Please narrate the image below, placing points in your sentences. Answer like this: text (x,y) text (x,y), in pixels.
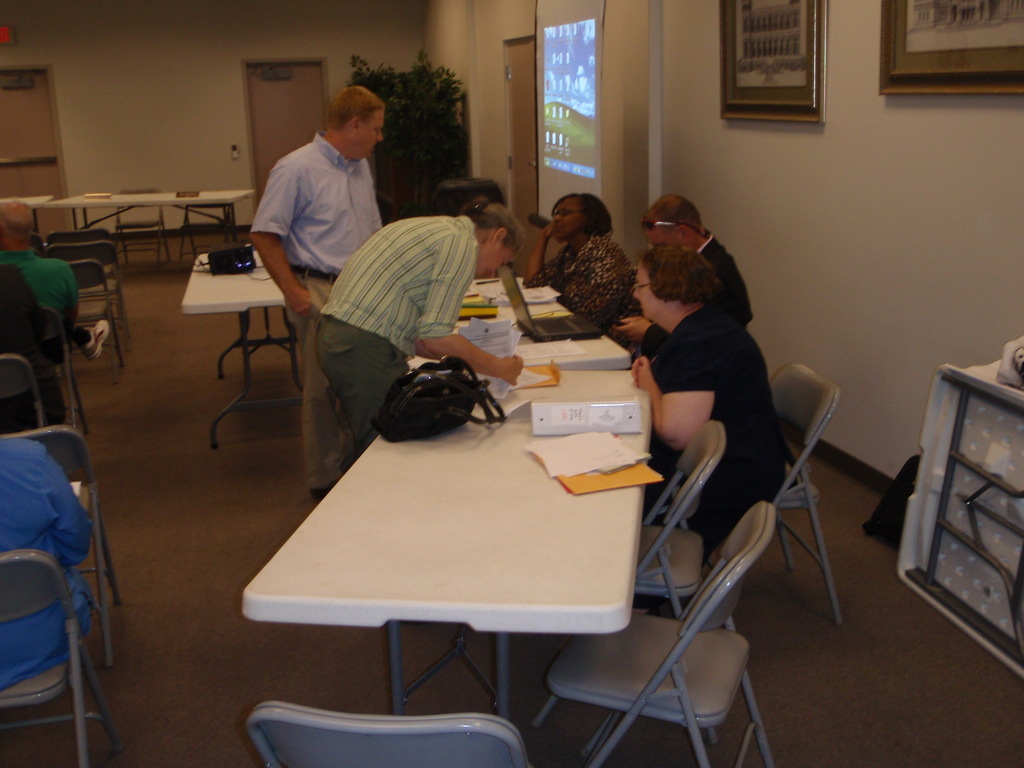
Few persons (582,249) are sitting on the chairs (323,713) and these two persons (355,299) are standing, this person (426,355) holding papers (502,346). We can see papers (585,442), book (619,409), bag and objects (564,422) on the tables (206,277). On the background (546,61) we can see wall (841,38), door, screen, frames (928,73). This is floor (131,597).
